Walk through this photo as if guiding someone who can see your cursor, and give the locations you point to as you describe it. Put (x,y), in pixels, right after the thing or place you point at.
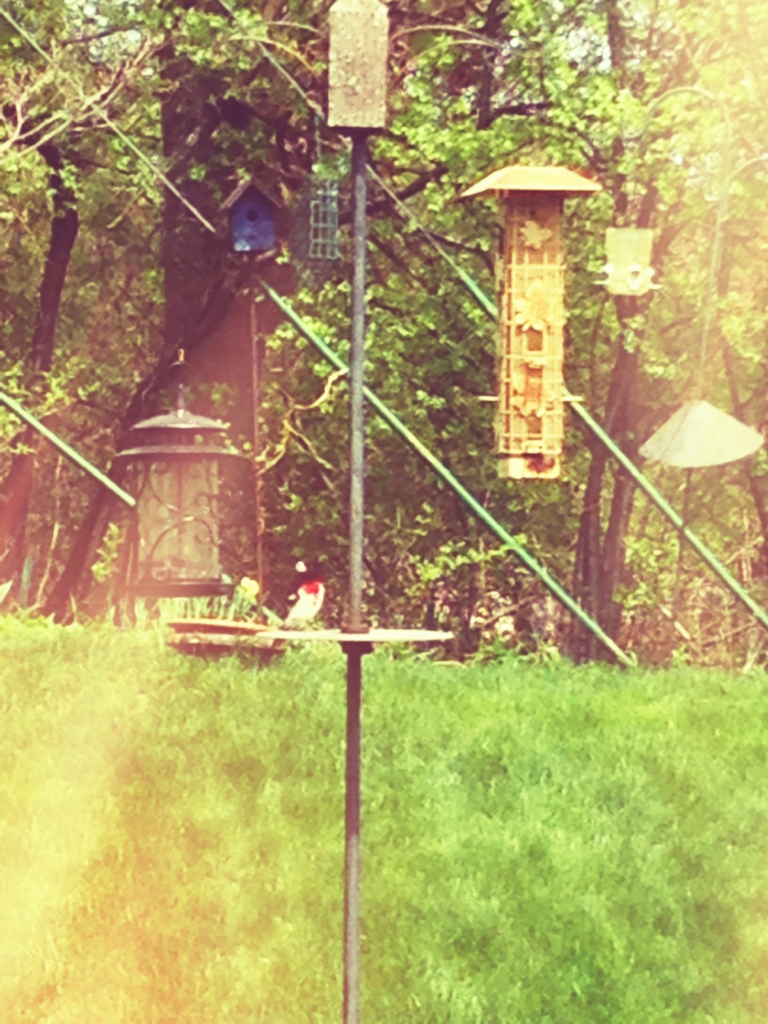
In this image, there is grass (369,799) on the ground (273,803), we can see a pole (361,188) and there are some wooden objects (522,367), we can see a light (167,565), there are some trees (409,296).
